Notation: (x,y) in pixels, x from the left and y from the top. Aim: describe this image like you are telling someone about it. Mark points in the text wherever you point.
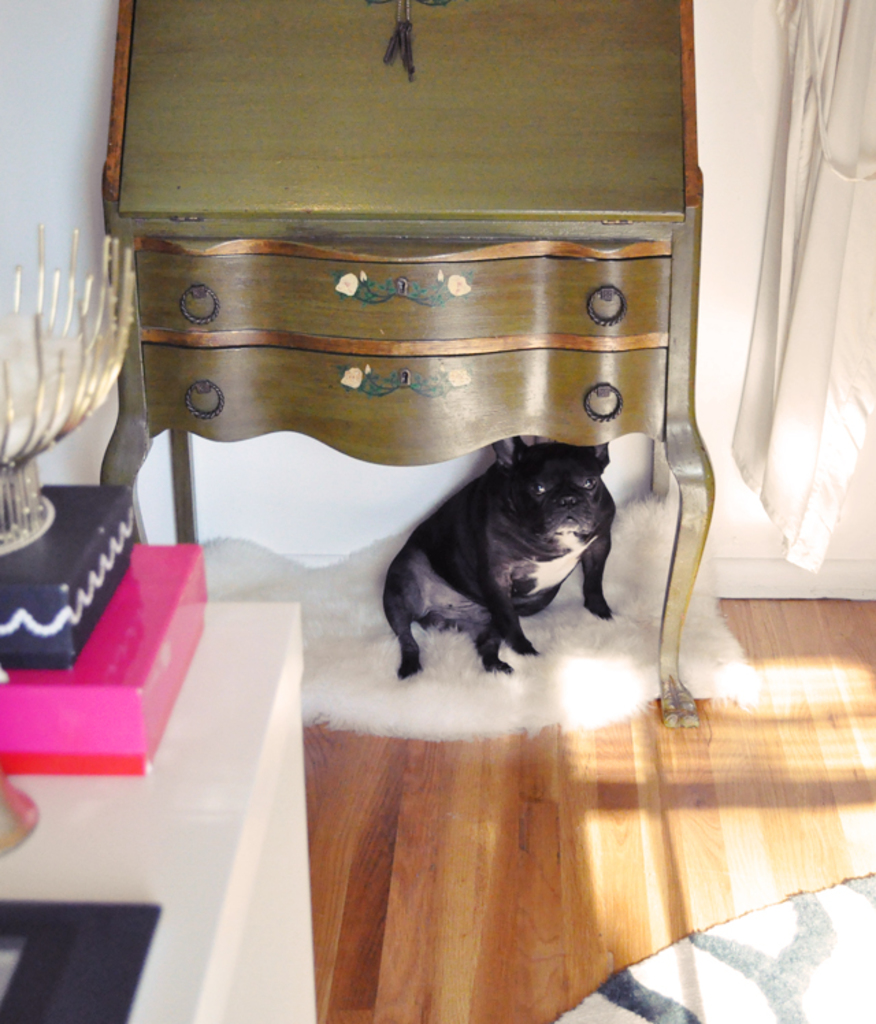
In the photo there is a dog (529,574) on a carpet (434,670) under a table (587,323). There is a curtain (774,195) beside the table (684,481) and the floor (482,887) is made of maple wood (603,831). There is table (299,870) with bowl (53,512) and boxes (79,768) on left side (137,838) front corner.
